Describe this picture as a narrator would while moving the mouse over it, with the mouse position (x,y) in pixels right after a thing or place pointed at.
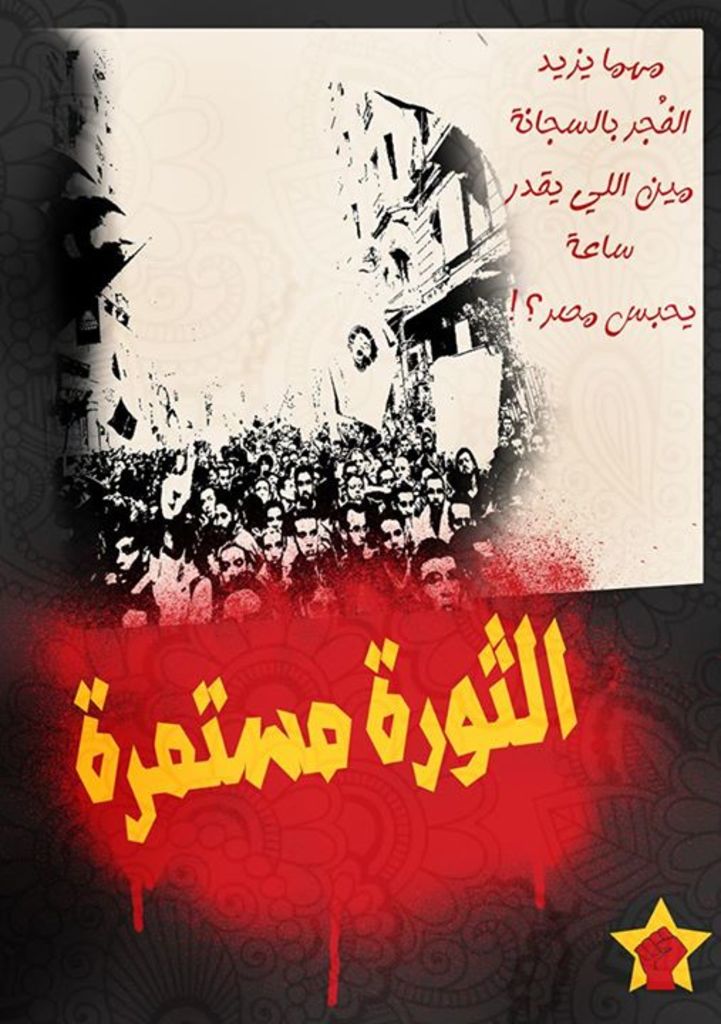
In this picture we can see poster (299,722), on which we can see some people (375,545), text (347,731) and some symbols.
